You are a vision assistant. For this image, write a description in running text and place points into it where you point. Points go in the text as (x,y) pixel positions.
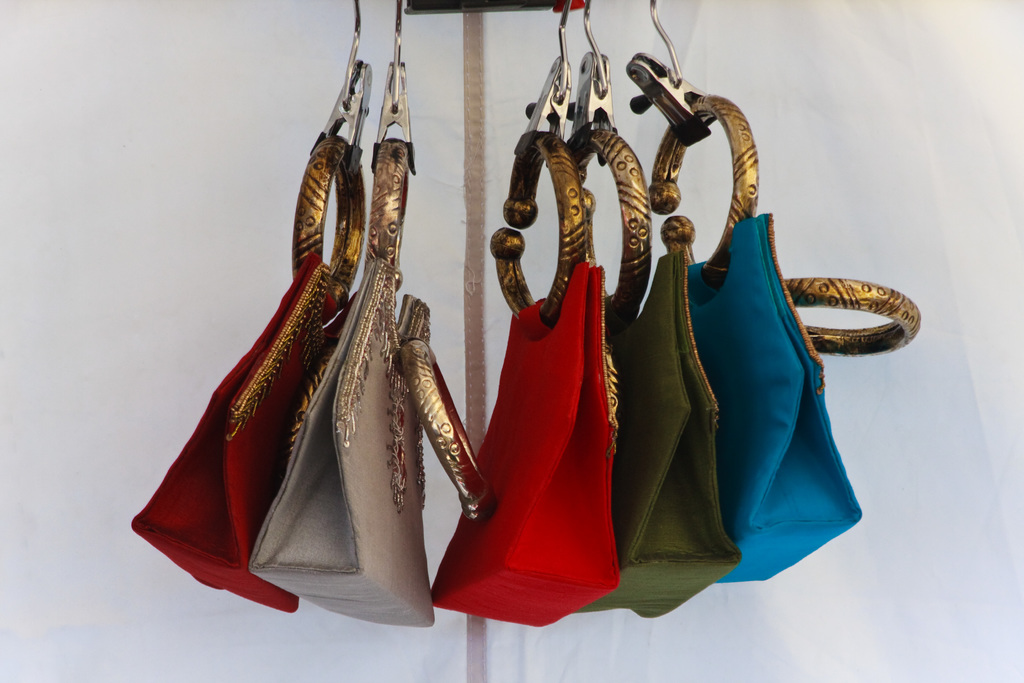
In this image there are five colorful handbags (605,499) which are hanging to the rod (475,9).
